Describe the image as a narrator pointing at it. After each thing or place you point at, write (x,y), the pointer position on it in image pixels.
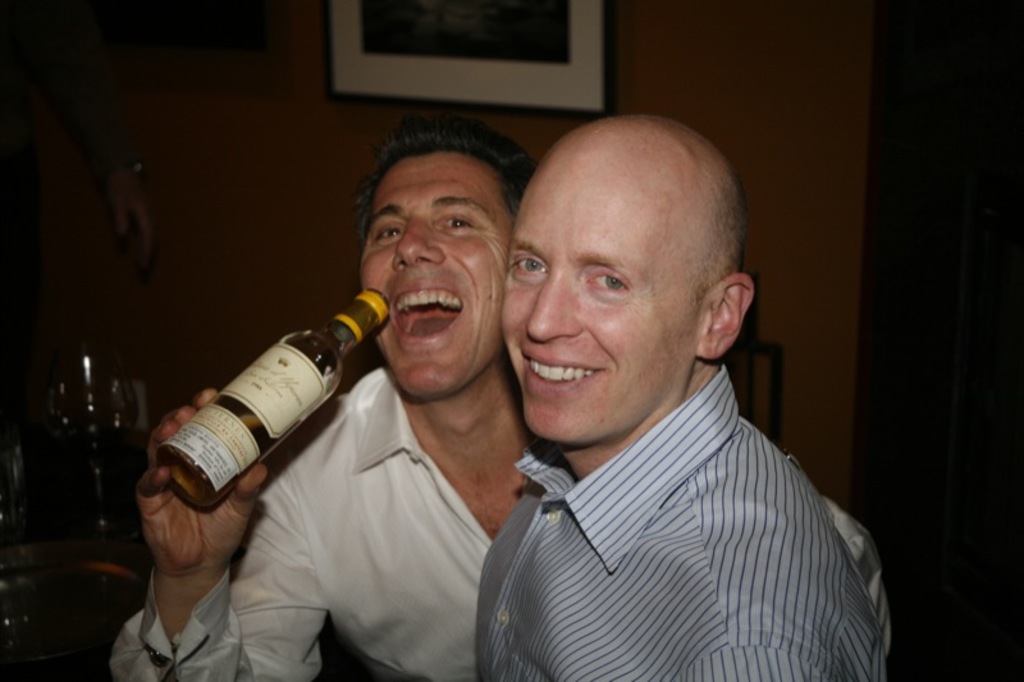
In this image i can see 2 persons (583,352) smiling, one of the person (287,499) is holding a bottle (377,307) in his hand (180,522). In the background (222,315) i can see a wine glass (79,437), a wall (223,182) and a photo frame (532,87) attached to it.
